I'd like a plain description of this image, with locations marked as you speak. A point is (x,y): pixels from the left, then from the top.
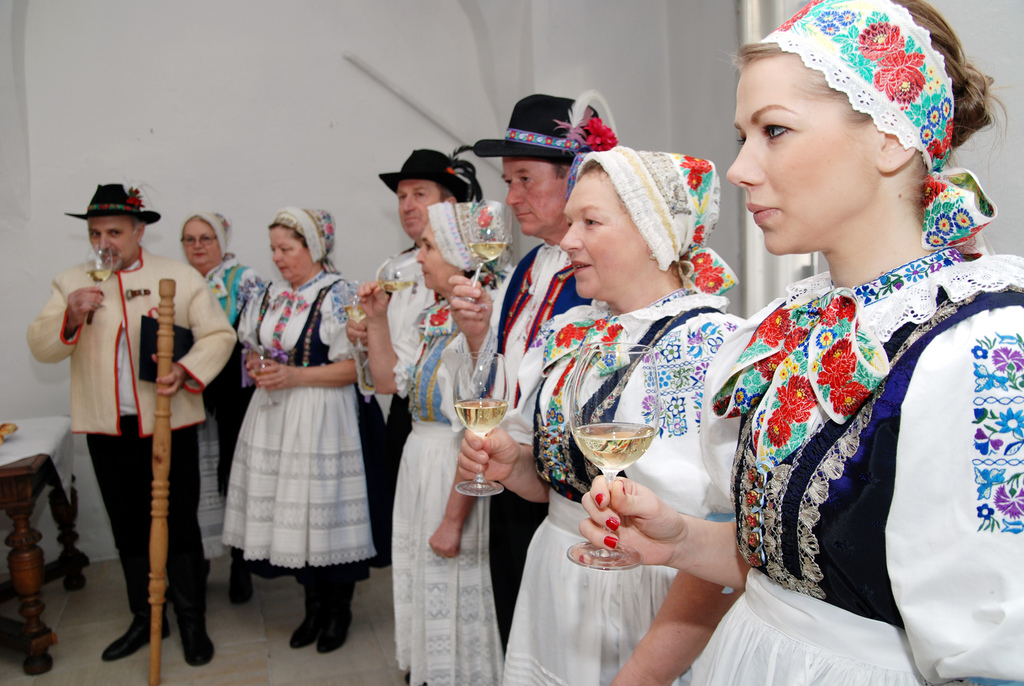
There are people (1009,587) standing and holding glasses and this man (152,392) holding a wooden object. We can see object (2,440) and cloth (16,453) on the table (25,466). In the background (125,119) we can see wall (200,100).
